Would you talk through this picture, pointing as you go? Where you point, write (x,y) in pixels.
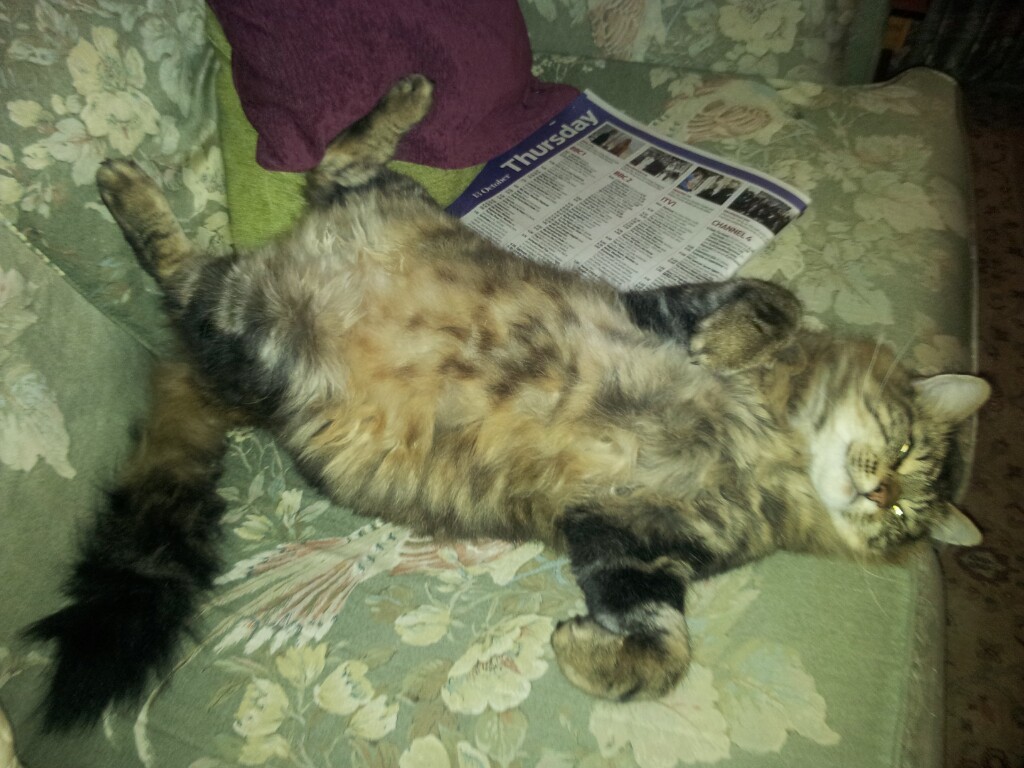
In this image I can see a green colour sofa (180,134) and on it I can see a cat (532,270). I can also see few cushions (226,76) and a white colour paper (592,225) on this sofa (825,245).
